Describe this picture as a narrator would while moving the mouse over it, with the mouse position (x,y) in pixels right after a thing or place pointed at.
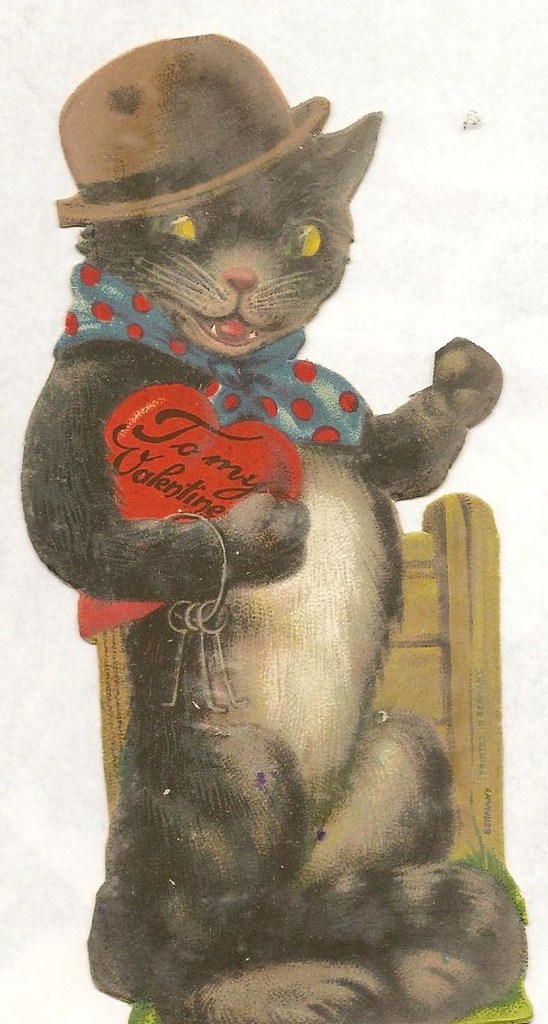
This is a painting. Here we can see a cat (277,274) sitting in front of a fence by holding a card (195,473) in the hand (183,583) and carrying a bunch of keys (190,612) on the hand (209,576) and there is a hat (164,155) and cloth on the head (193,334) and the neck (110,325) respectively.
